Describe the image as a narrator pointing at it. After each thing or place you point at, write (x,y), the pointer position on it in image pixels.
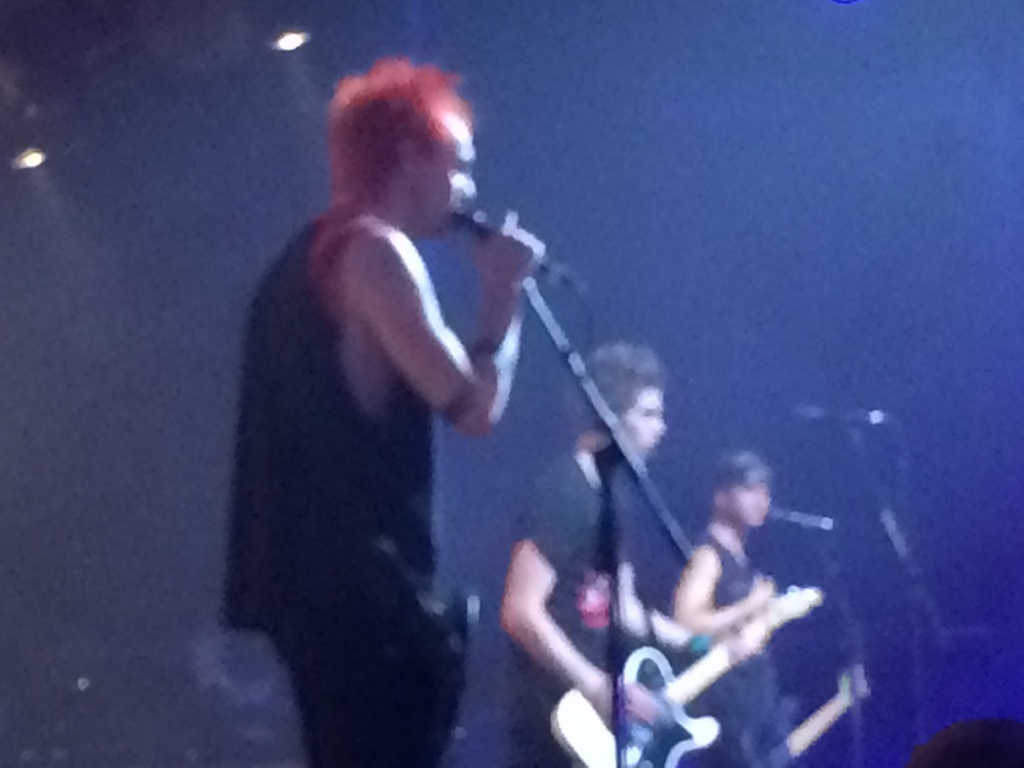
In this image i can see a man (290,431) wearing a black color shirt (361,527) and holding a mike (489,232) and standing. On the middle of the image (548,502) i can see a man (574,543) wearing a black color t-shirt (582,587) holding a guitar (720,660) and beside him there is another man (734,569) wearing a black color t-shirt (737,566) and he's also standing and on the top corner (278,40) i can see light (293,35) visible.
